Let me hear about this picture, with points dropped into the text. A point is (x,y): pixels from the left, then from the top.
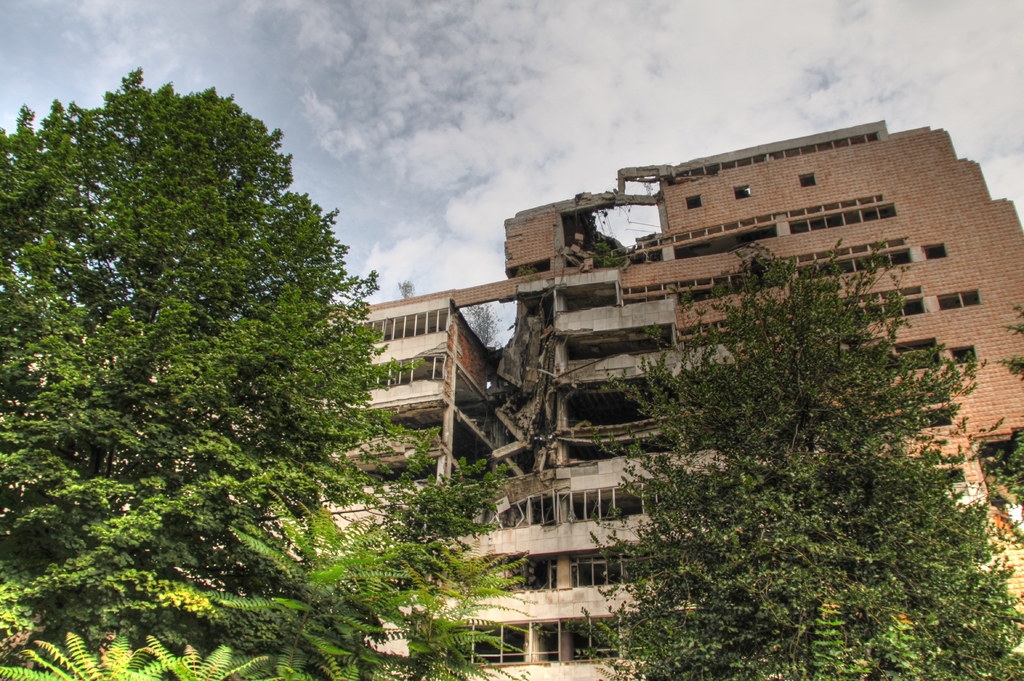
In the picture I can see trees (732,650), building (642,366) and the cloudy sky (605,29) in the background (365,133).
